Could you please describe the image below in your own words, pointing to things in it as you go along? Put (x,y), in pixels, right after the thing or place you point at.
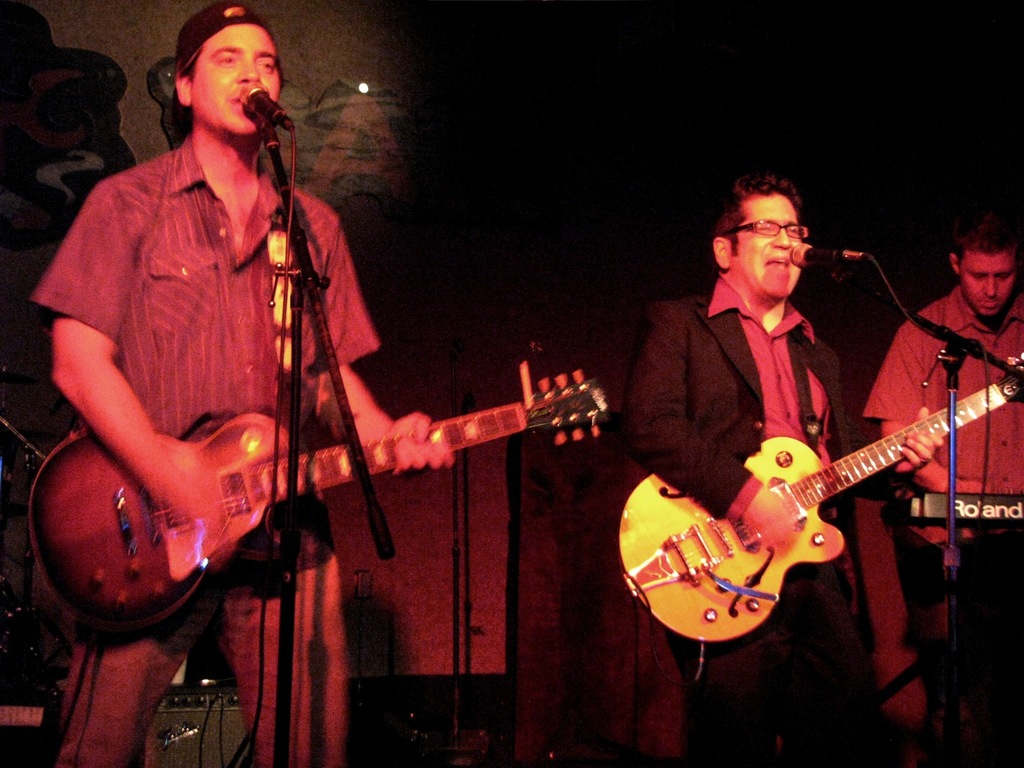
Here we can see three people (964,430) standing and two guys (703,381) are playing guitar (234,472) and singing song in the microphone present in front of them and the guy (997,271) at the right side (986,335) is playing his key board (992,506).
